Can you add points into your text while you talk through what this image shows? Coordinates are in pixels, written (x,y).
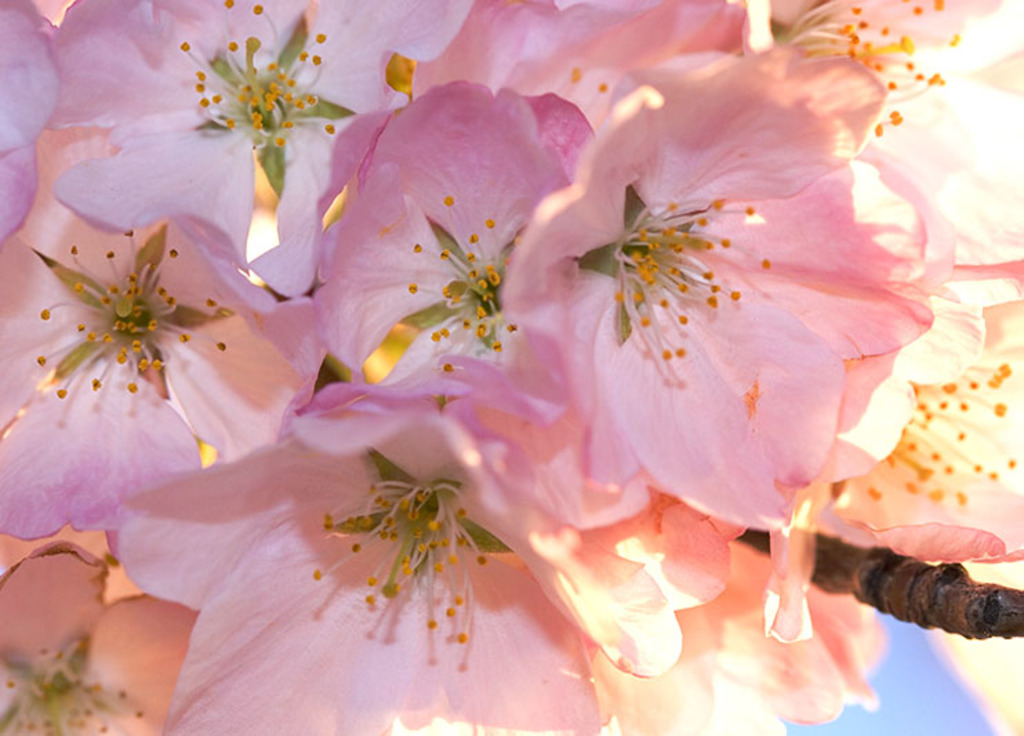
In this picture we can see some pink color flowers (490,482) in the image.
